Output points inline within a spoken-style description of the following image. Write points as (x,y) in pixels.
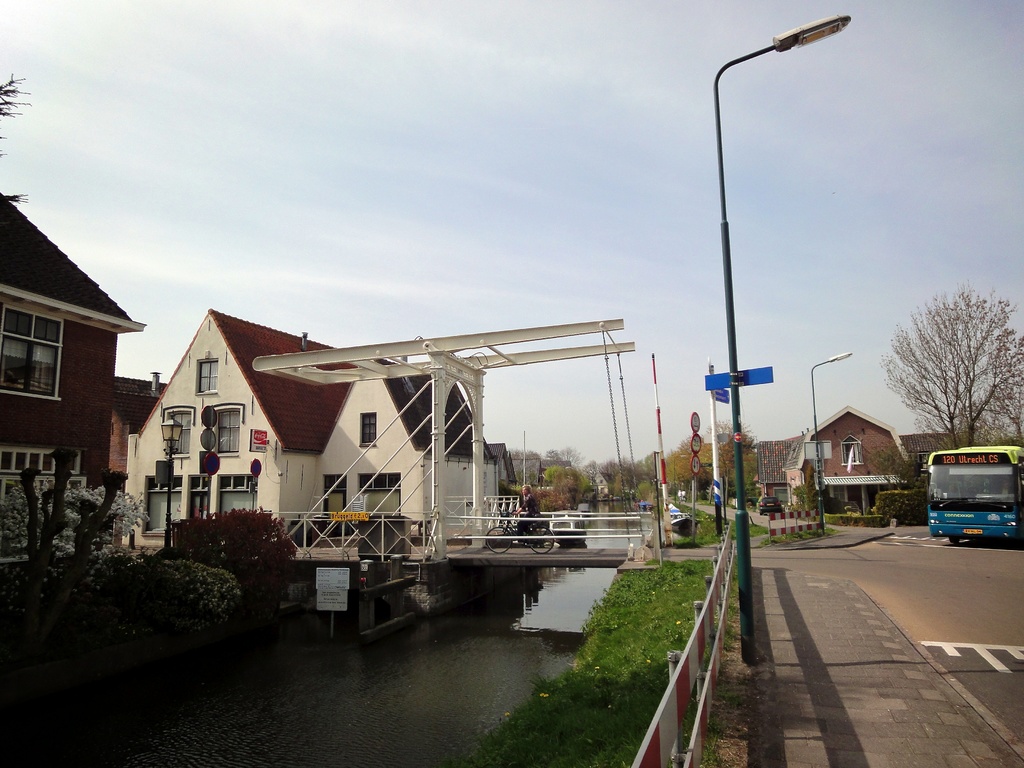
On the right side (898,619) there is a road (940,614). On that there is a bus (955,515). Near to the road (944,595) there are sidewalks (809,586). There is a bridge (485,559). On that a person (518,509) is riding a cycle (538,531). Below the bridge (524,536) there is water (409,646). On the sides of water (416,624) there are trees (108,523) and plants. Also there are buildings (298,445) with windows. Also there are street light poles (816,416), sign boards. In the background (425,118) there is sky (583,107).
